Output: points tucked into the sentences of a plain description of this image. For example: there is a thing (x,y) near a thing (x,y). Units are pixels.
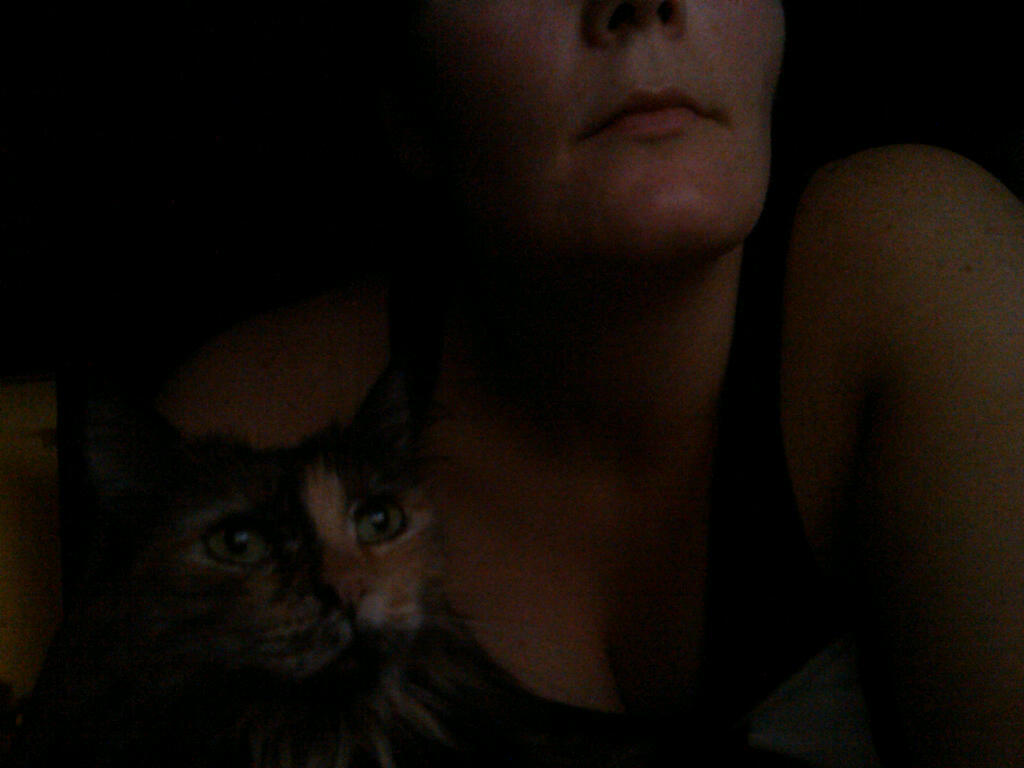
This is a blur picture, we can see a woman (803,586) and a cat (181,592).
